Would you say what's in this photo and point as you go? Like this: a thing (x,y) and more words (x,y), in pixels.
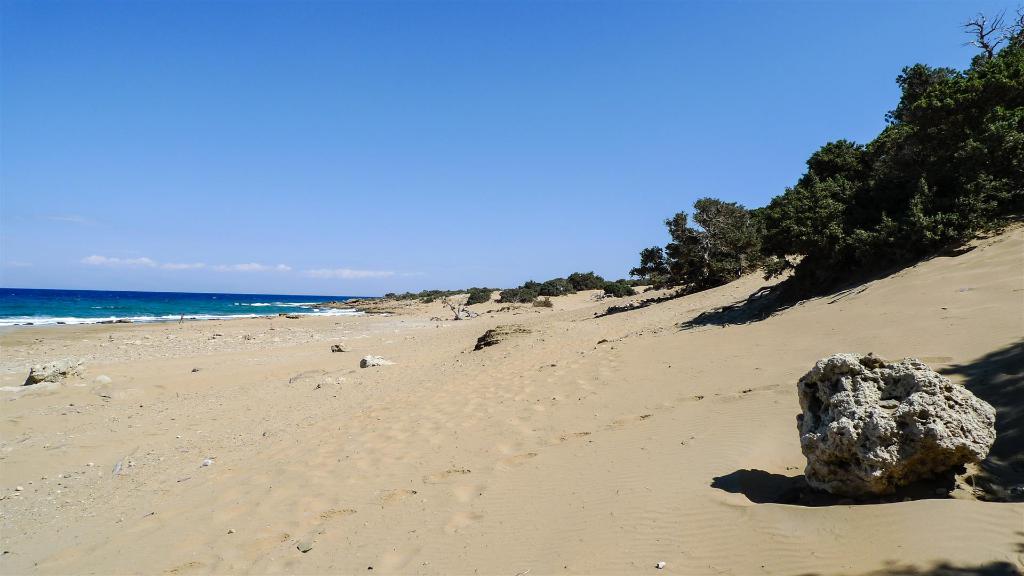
In this image in front (231,504) there is sand (385,426). There are rocks (58,367). In the background of the image (698,237) there are trees (874,192), water (72,306) and sky (315,155).
